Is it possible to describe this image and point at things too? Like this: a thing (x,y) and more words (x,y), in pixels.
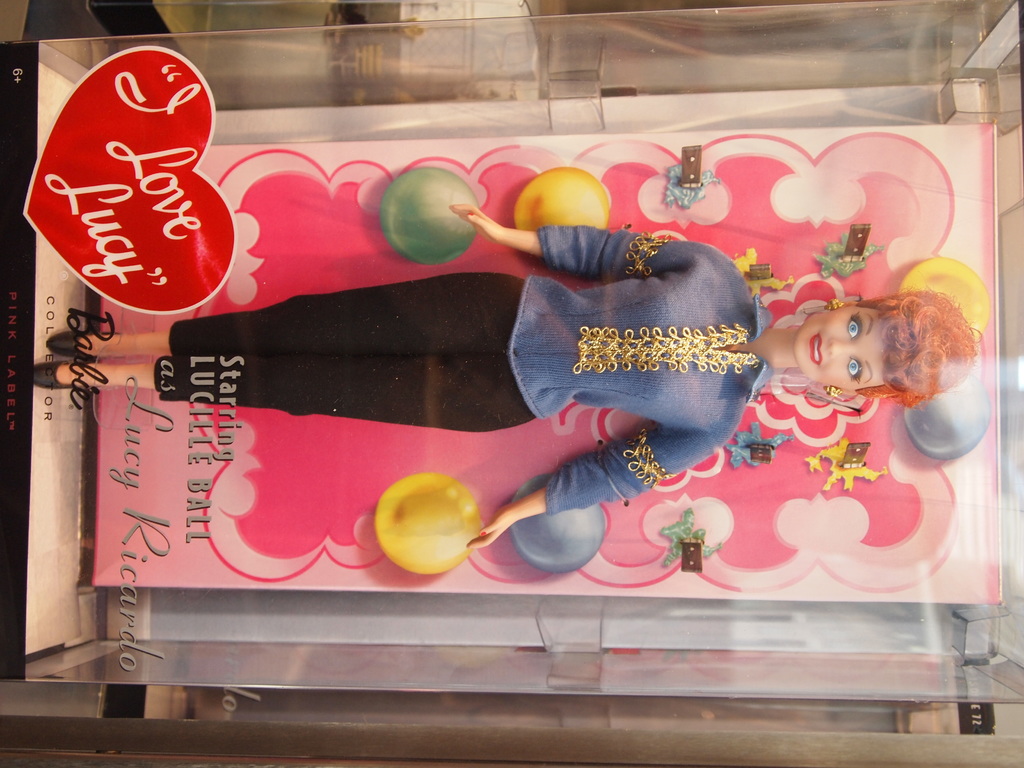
This image consists of a barbie doll (596,335). It is kept in a box (524,188). We can see a blue shirt (672,345) and a black pant (340,365) to the doll (129,343). At the bottom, there is text (48,334).
